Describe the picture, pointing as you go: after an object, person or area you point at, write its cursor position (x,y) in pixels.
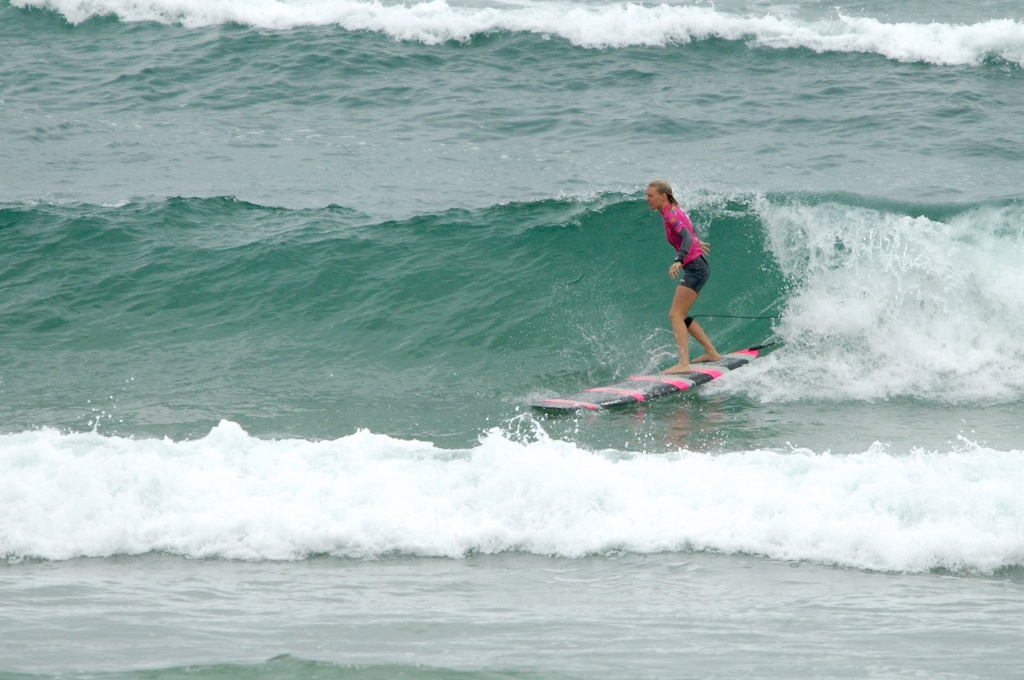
In this image I can see a person (685,297) surfing on the water (318,328). I can also see the water waves (770,51).
